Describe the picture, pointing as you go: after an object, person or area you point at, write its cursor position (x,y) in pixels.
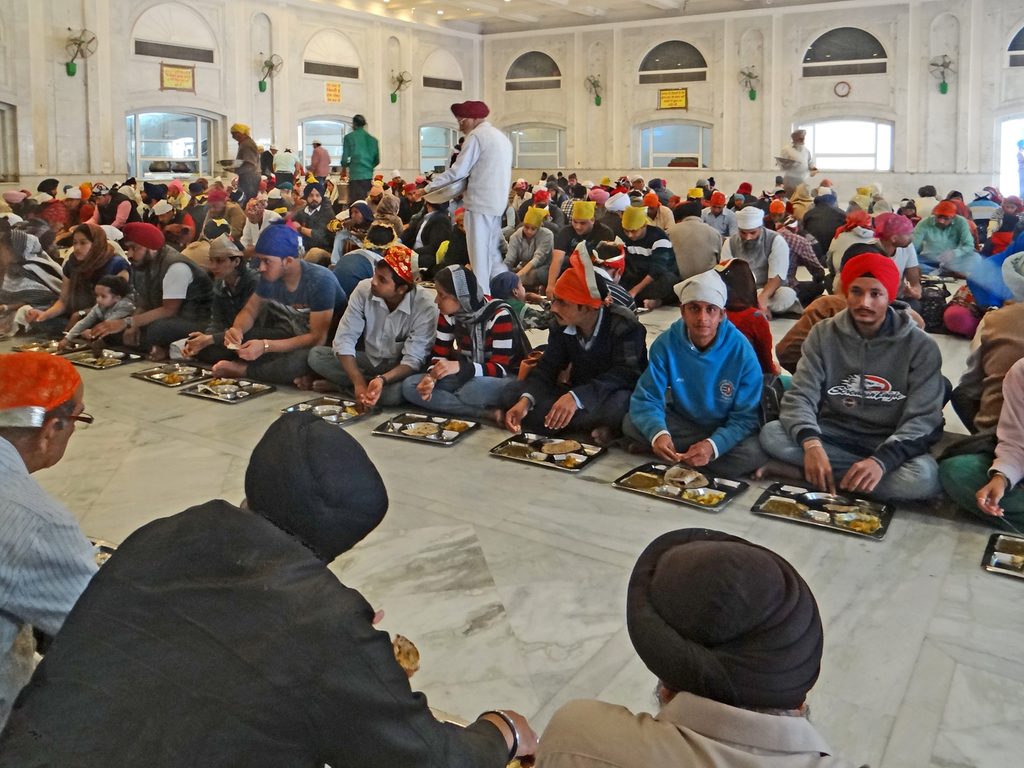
In this picture we can see some people (458,328) are sitting, there are plates (161,369) in front of them, we can see food (570,450) on these plates (116,357), there are some people (482,187) standing in the middle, in the background (684,104) we can see some boards (671,100), fans (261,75) and glasses (861,148).
